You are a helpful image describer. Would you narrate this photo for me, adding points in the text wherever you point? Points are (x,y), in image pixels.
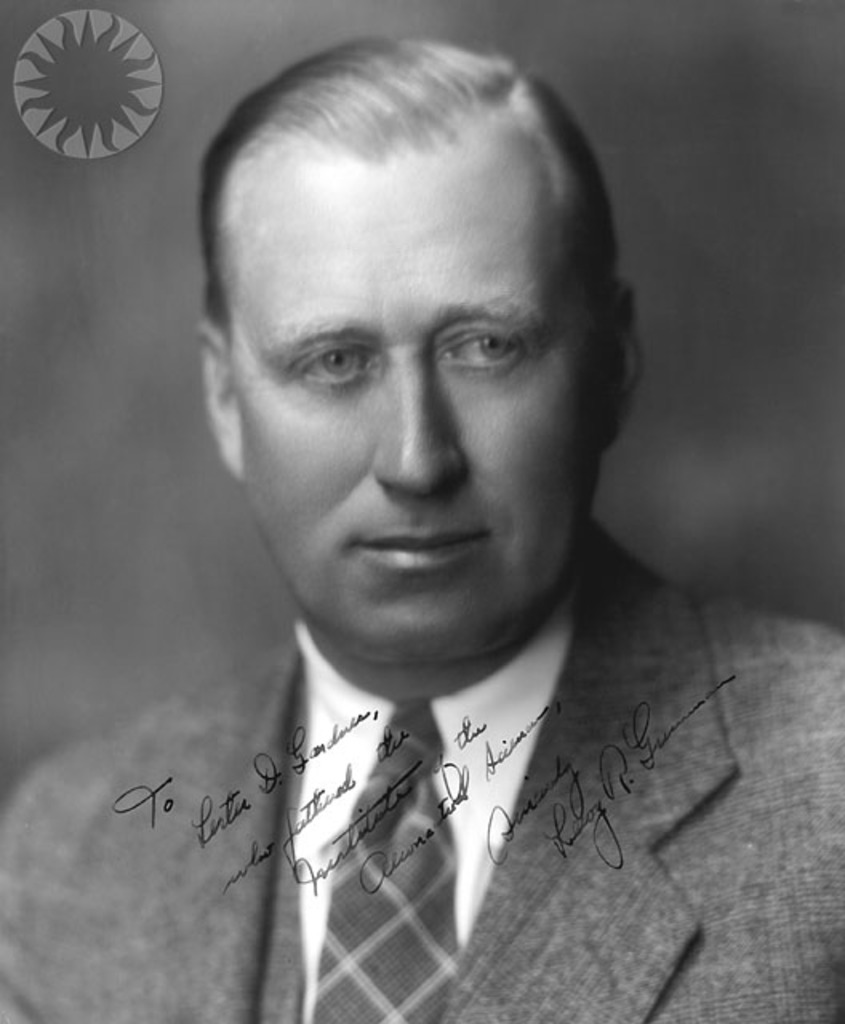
In the image in the center (406,458), we can see one person (353,578) and we can see something written on it. On the top left of the image (54,145), there is a watermark (19,79).
